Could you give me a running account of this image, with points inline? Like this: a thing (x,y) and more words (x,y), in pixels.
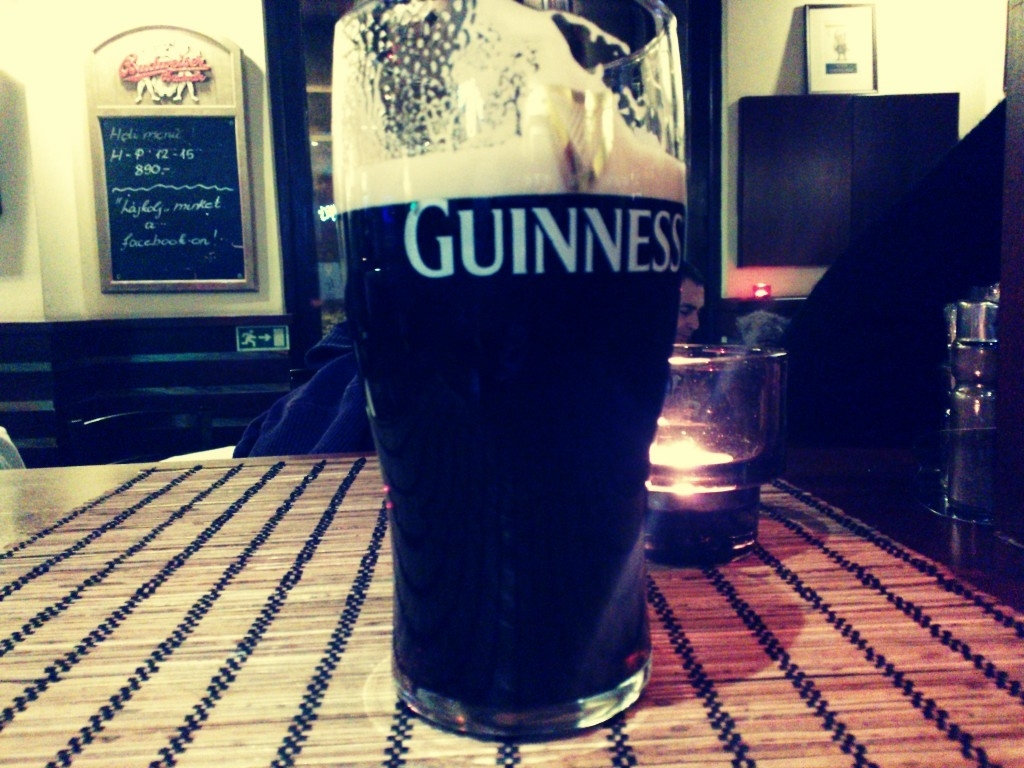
In this picture I can see couple of glasses (649,502) on the table (281,552) and a board (201,122) with some text (158,72) and a photo frame (875,59) on the cupboard (908,118).
